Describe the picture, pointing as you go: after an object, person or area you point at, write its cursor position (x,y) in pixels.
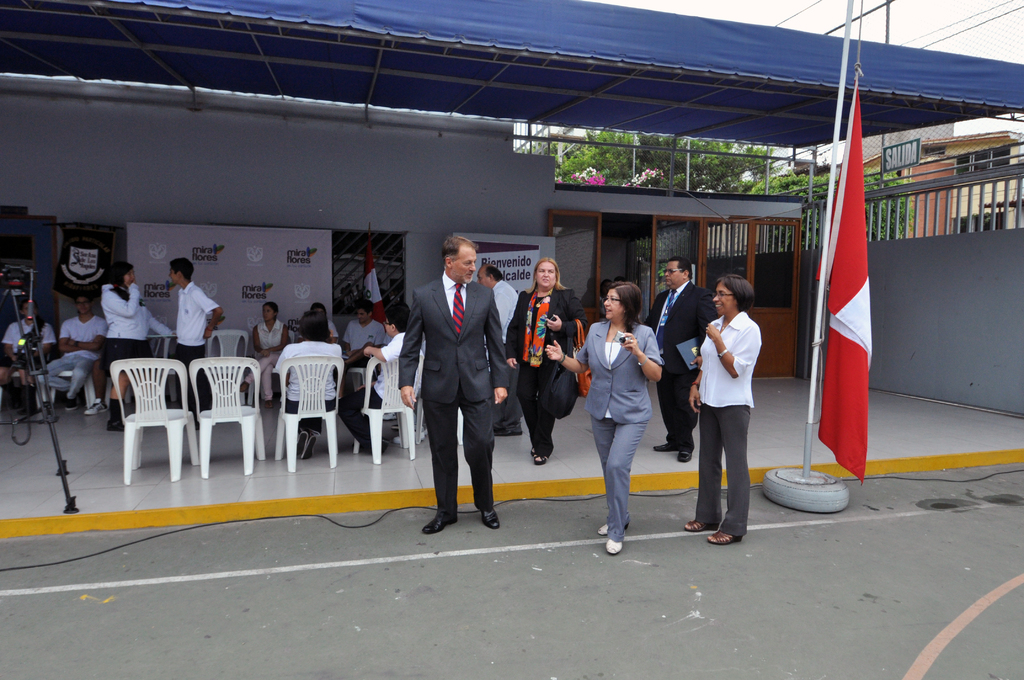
In the given image we can see that men (454,310) and women (616,359) are talking to each other and the other woman (732,383) is laughing. Some of them are walking and standing. There are chairs (227,346) where people (296,351) are sitting on it. This is a cable wire (347,529) and road (804,614) and flag (845,304). There is a sky (921,14) above and there are trees (660,144). This is a building (958,145) behind.
